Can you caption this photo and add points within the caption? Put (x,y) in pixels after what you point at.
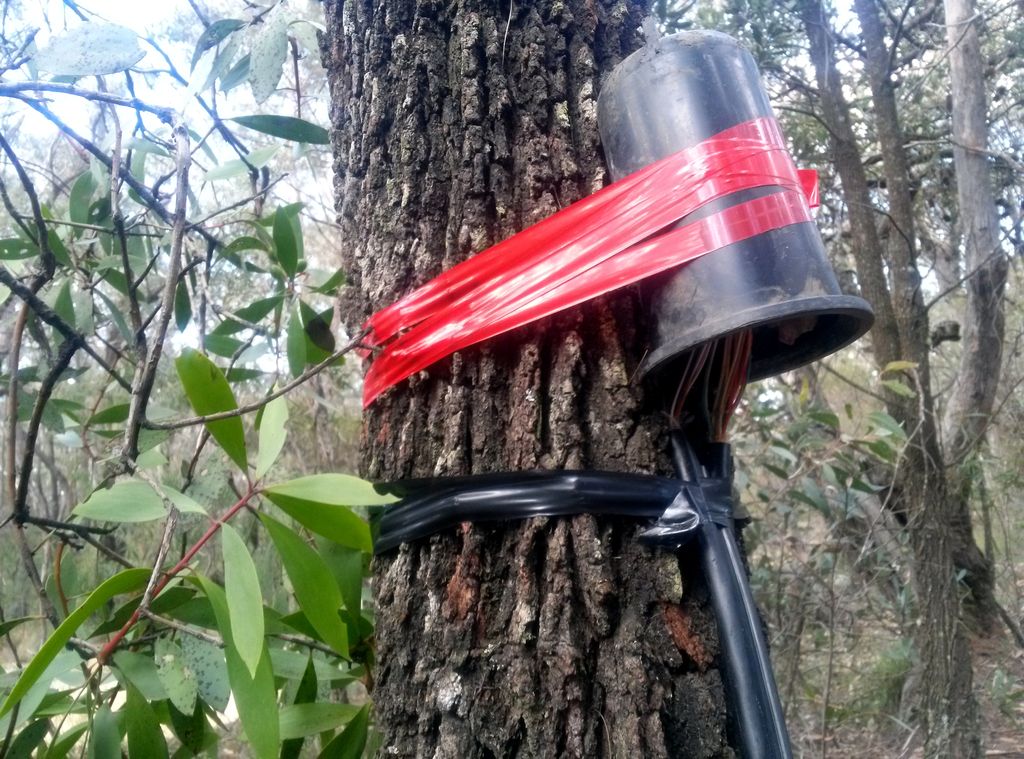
There is a tree trunk (518,721) to which a black pipe (769,738) and a black tube (642,99) are attached with red and black tapes (754,182). There are trees (798,440) at the back (879,466).
